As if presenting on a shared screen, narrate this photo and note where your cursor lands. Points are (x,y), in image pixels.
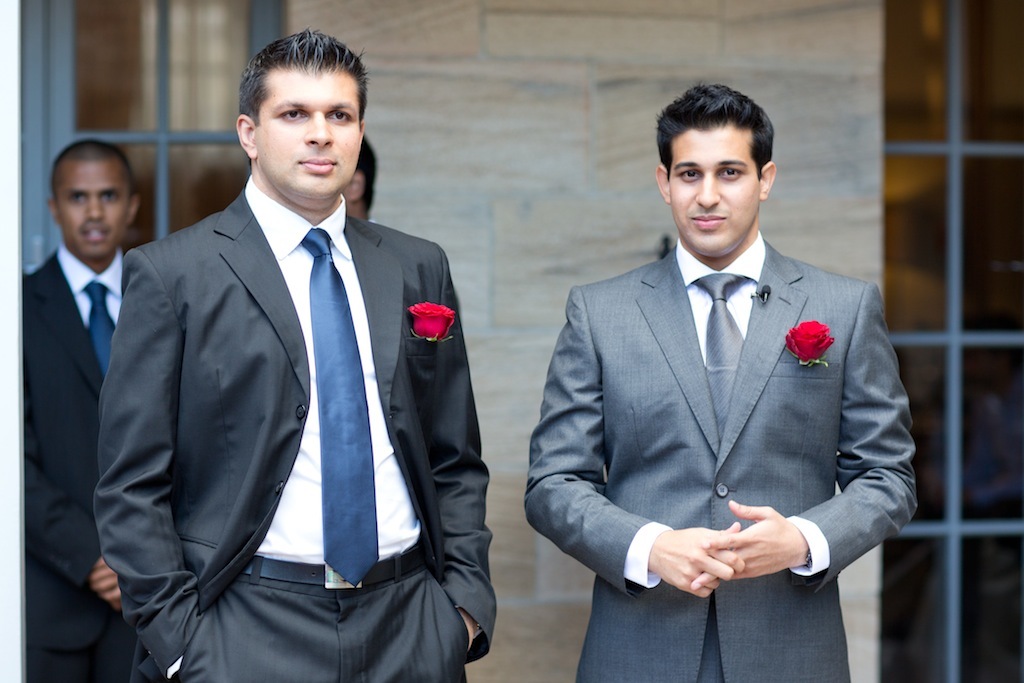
In this image I can see few people (604,558) are standing and wearing different color dresses (443,397). Back I can see the building (721,65) and windows (199,51).
